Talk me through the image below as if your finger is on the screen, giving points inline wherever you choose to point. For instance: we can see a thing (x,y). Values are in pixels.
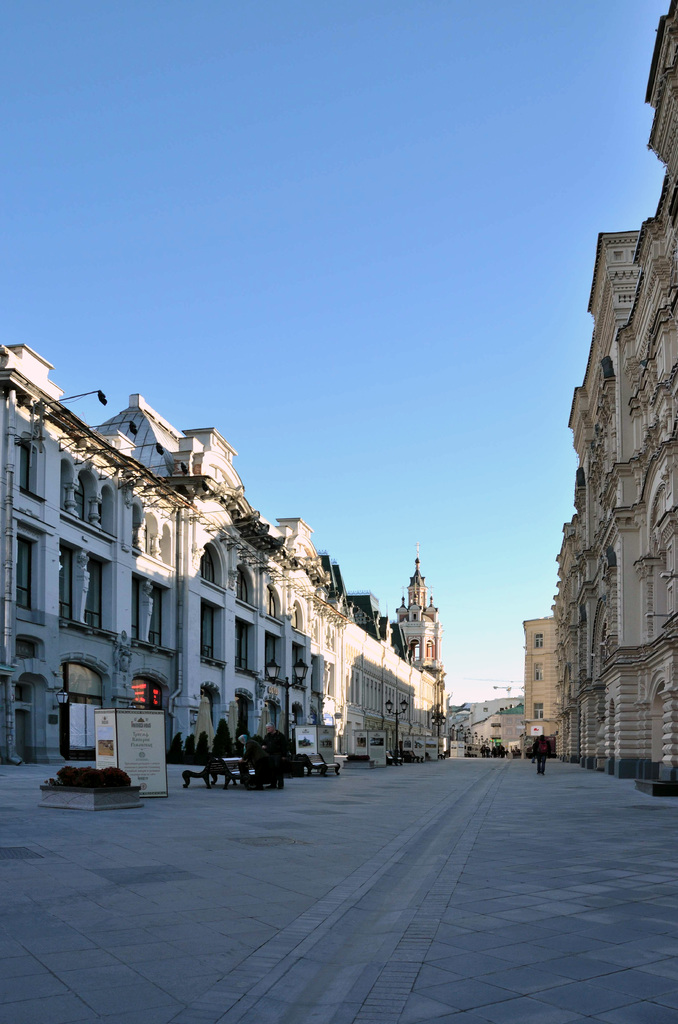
In this image on the right side (574,582) and left side (208,648) there are some buildings (254,674), and at the bottom (365,811) there is a road (405,818) and there are some people (545,755) and there are some trees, boards (160,754) and some chairs (304,761). At the top of the image (401,222) there is sky (430,276).
